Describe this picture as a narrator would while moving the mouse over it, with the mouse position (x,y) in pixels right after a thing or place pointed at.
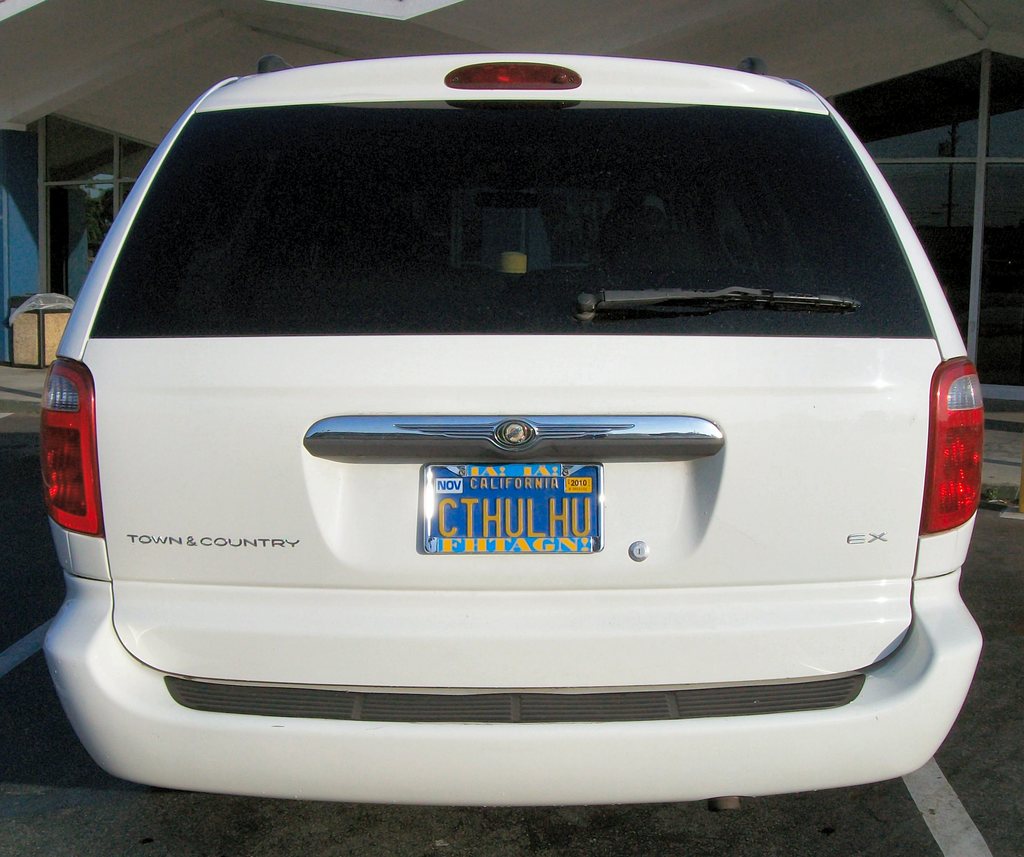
In this picture we can see a car (623,704).
